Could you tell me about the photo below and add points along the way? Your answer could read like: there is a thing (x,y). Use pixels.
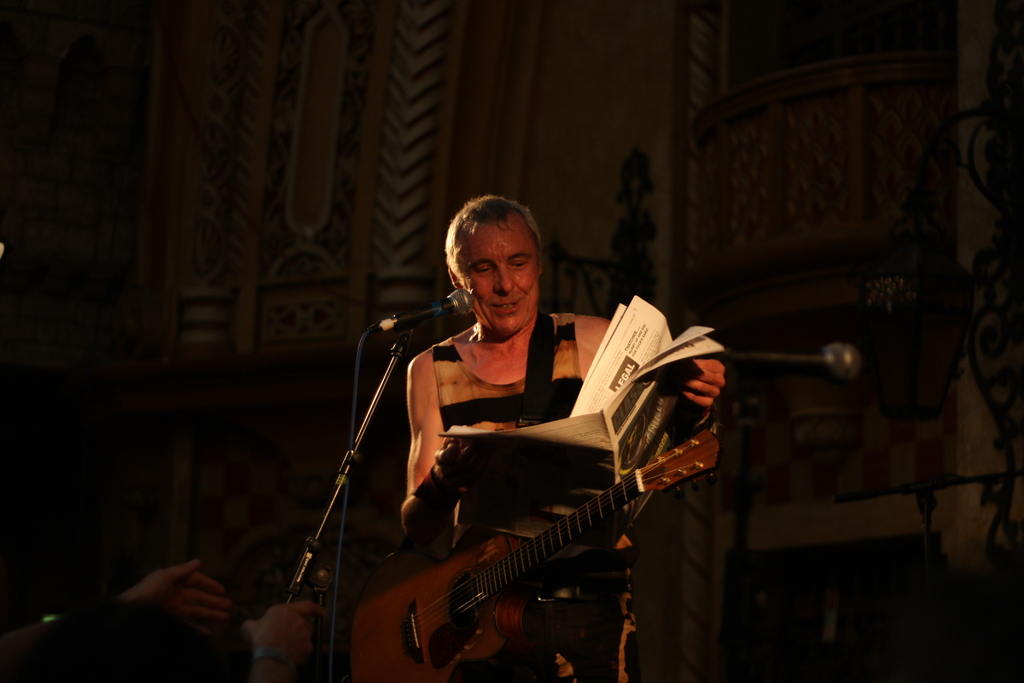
There is one man (505,396) holding some papers (544,426) in the middle of this image (506,357). We can see mics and a guitar (438,614) at the bottom of this image (704,483) and there is a wall (669,248) in the background (709,188). There is a human hand (168,583) in the bottom left corner of this image (141,581).
